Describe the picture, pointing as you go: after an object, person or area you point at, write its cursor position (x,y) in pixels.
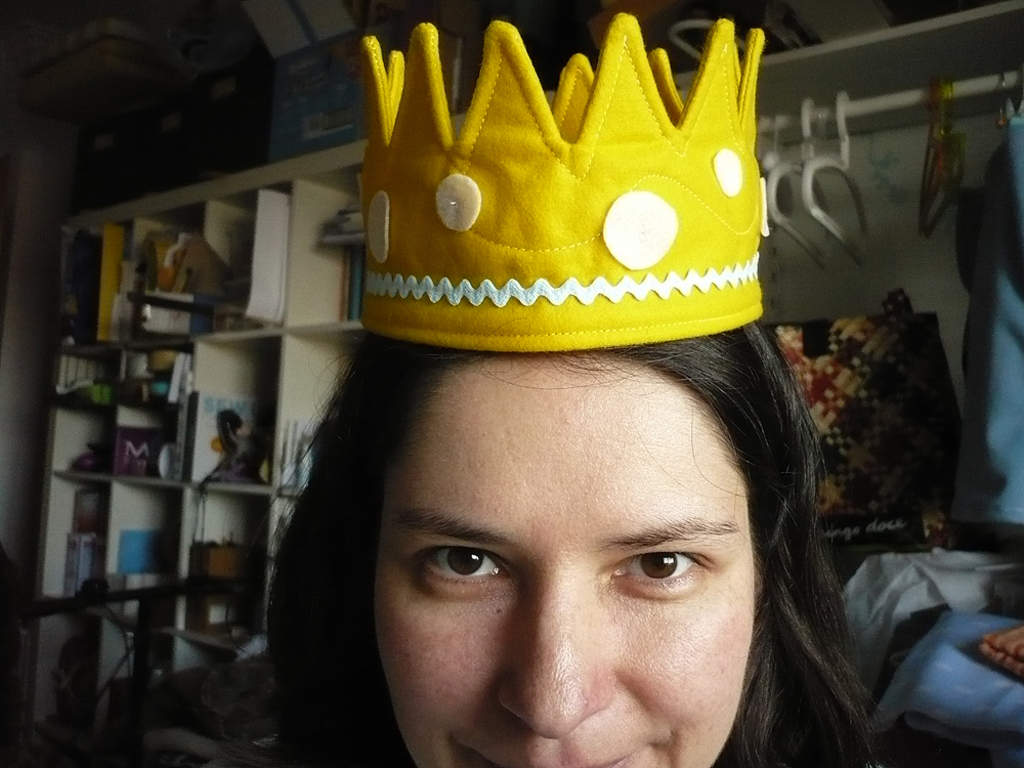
In this image there is a crown (543,265) on a person head (490,415), and at the background (198,301) there are books (182,383), papers (267,304), and some objects (211,304) in the racks (304,314), cloth hangers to the iron rods (906,101), clothes (1000,272), cardboard boxes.
